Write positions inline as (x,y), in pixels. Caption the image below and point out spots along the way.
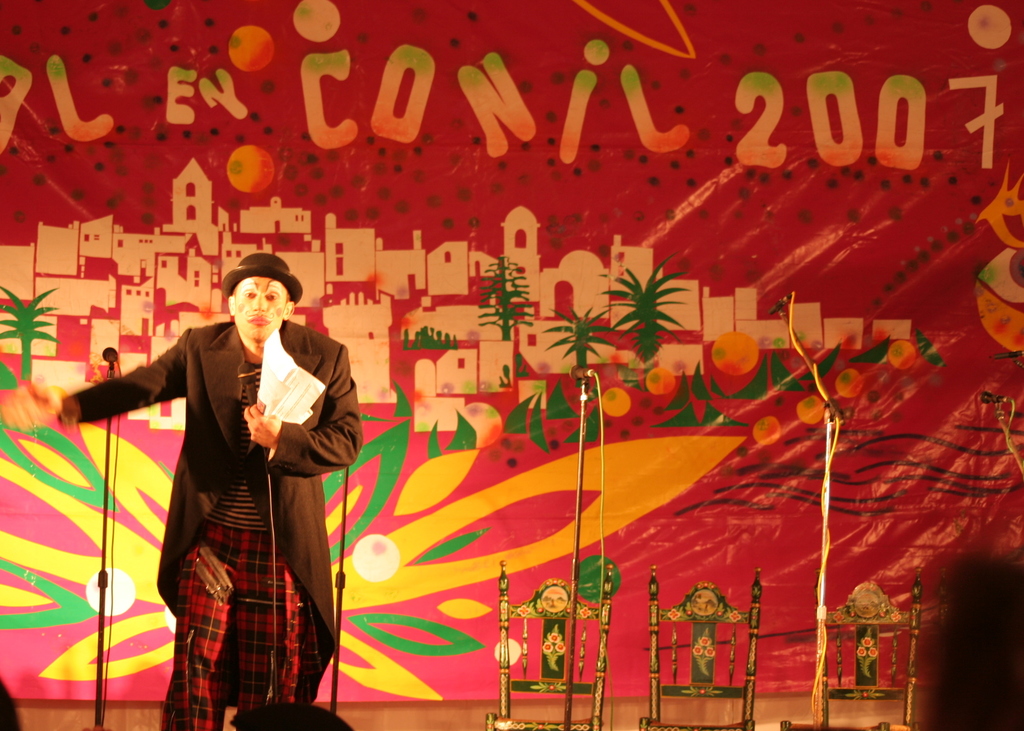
In this image we can see there is a banner (516,212). There is a person (210,554) with a costume (218,534). There are chairs (696,637) and objects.
